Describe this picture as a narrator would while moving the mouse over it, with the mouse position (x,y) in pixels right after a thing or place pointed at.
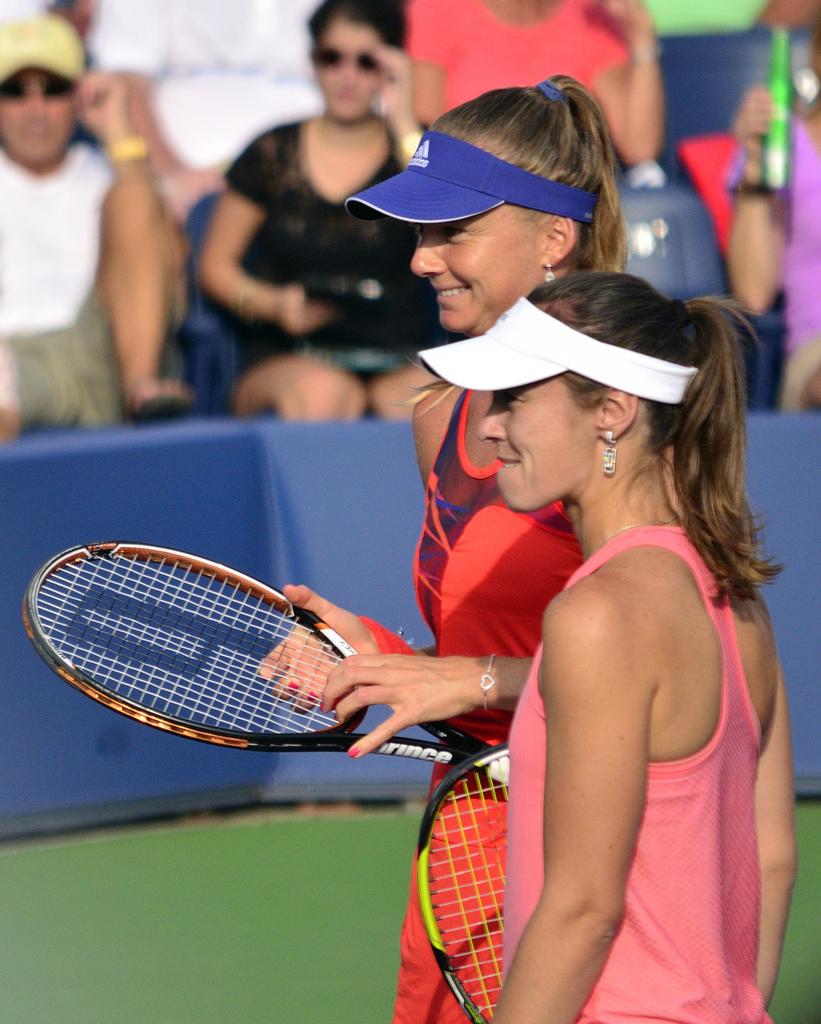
In the image we can see there are women (516,300) who are standing and they are holding rackets (188,682) in their hand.
